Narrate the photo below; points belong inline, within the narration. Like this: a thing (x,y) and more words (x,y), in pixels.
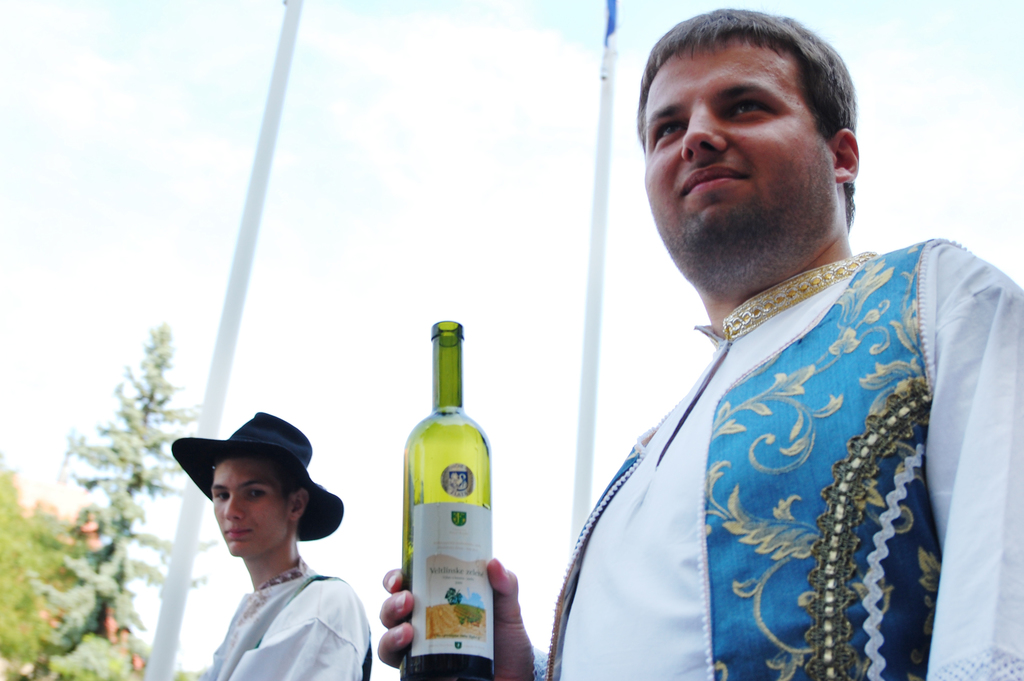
In this picture we can see a guy (782,498) in white and blue dress (729,485) holding a bottle (419,483) and the other boy (339,505) who is wearing the hat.
